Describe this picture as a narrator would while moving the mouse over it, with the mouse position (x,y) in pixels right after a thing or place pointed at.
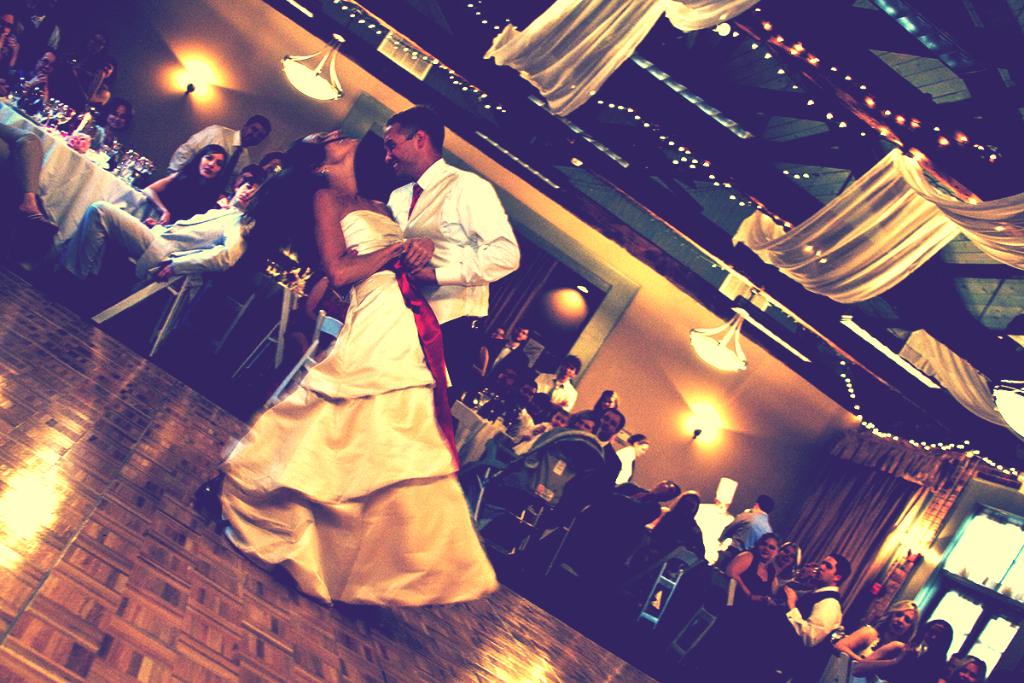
In this picture, we see a man (425,234) and a woman (405,294) are performing on the stage (237,563). Behind them, we see the people (599,471) are sitting on the chairs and they are watching the performance of the man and the woman (387,257). In front of them, we see a table (101,182) on which alcohol bottles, glasses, flower vase (79,143) and some other objects (123,160) are placed. On the right side (830,531), we see the windows (966,563) and a curtain (872,544). In the background (653,449), we see a wall (635,403) and the lights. At the top (582,145), we see the lights (301,65) and the roof (678,189) of the building (781,140).
